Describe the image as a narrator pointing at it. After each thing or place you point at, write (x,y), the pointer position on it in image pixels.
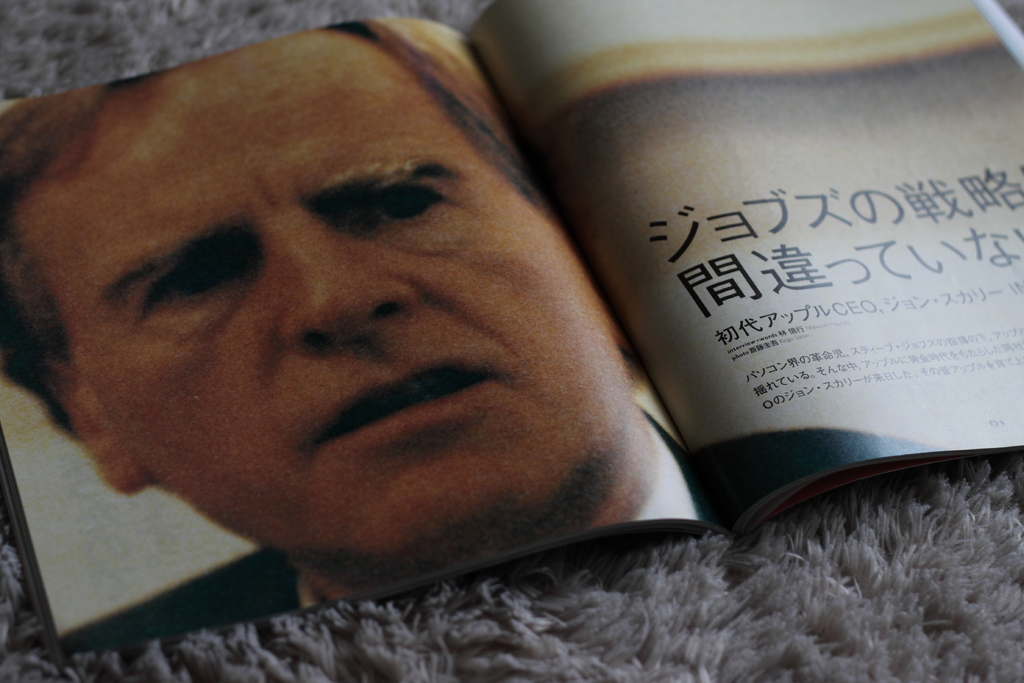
In this image I can see the book (744,522) on the white color cloth (587,609) and I can see the person (588,386) and something written in the book (761,322).
